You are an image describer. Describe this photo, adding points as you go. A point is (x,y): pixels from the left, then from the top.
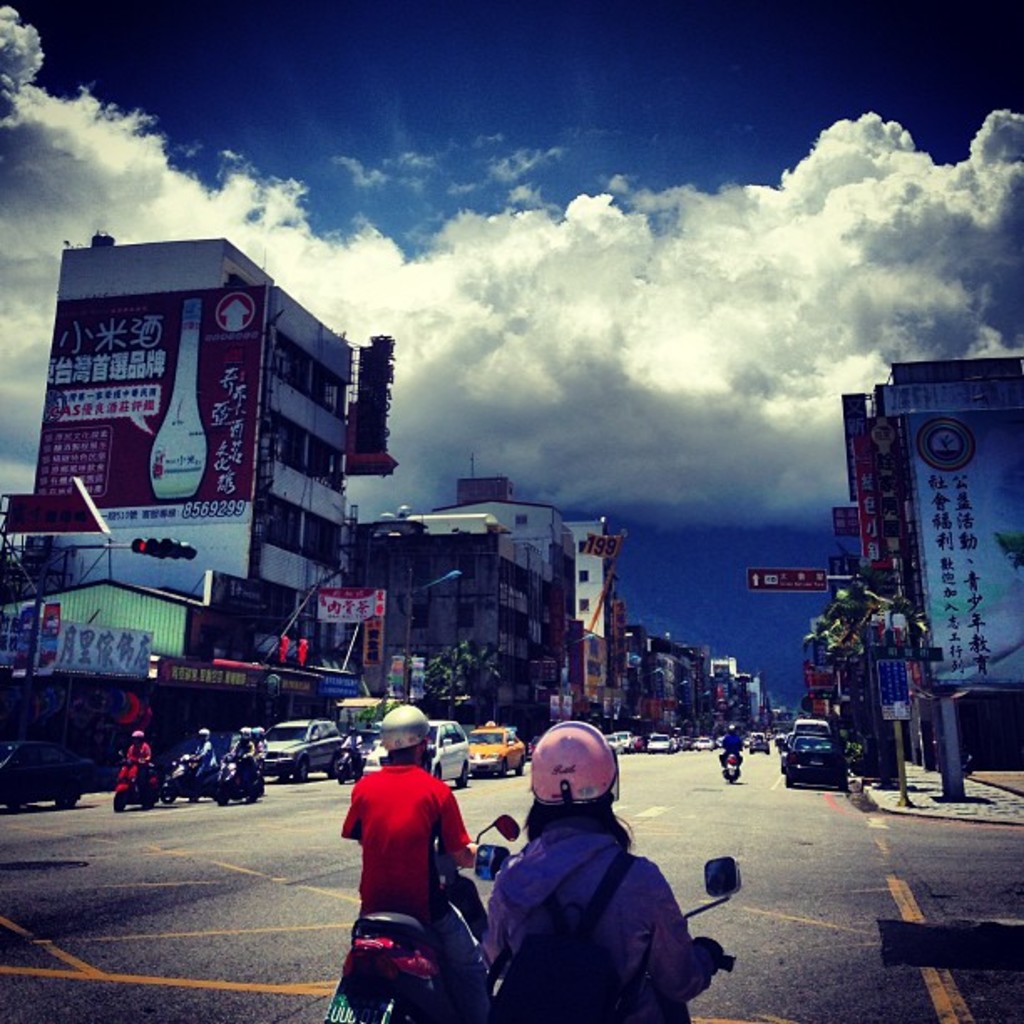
In this image I can see people (717,968) on the vehicles (429,943). On the right (895,534) there is a building (971,718). On the left (248,362) there is a hoarding (200,423) with some text (95,375) in it. In the background (644,410) I can see sky (564,372) with clouds (749,302).
